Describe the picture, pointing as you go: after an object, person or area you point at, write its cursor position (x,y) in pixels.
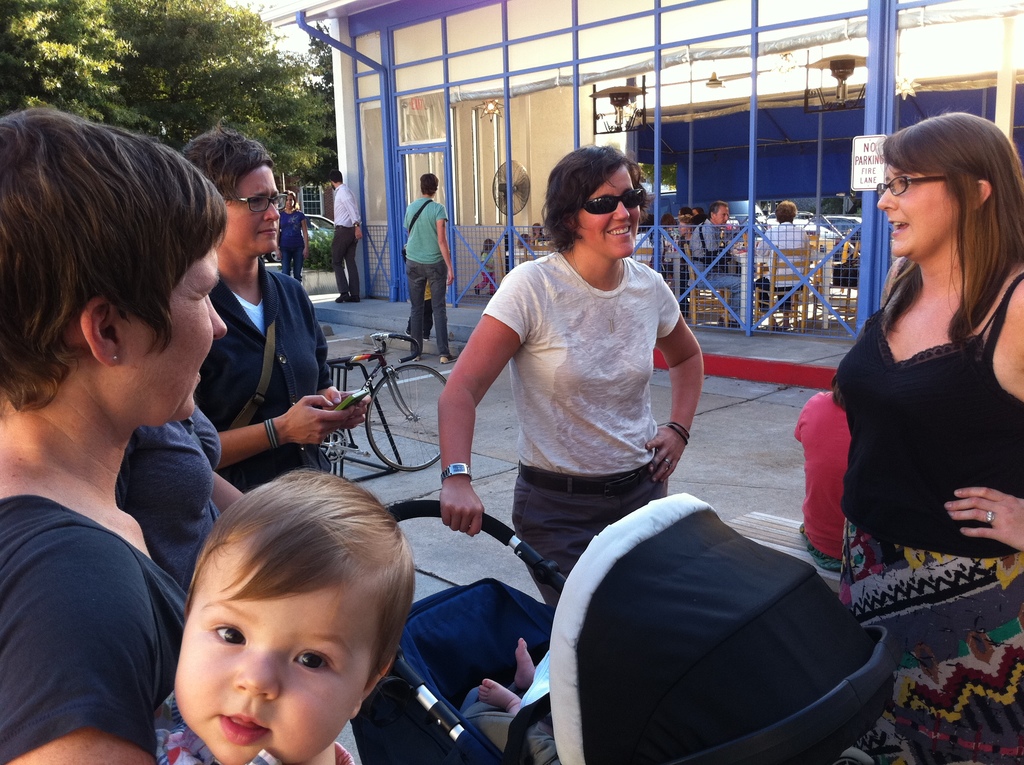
In this image I can see the group of people (53,424) with different color dresses (518,325). I can see a child (509,696) sitting on the stroller (471,655). In the back (379,444) there is a bicycle (391,381). I can also see few more people (797,258) sitting on the chairs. I can also see the board (865,168) to the pole (883,180). In the back (247,111) there are some trees (214,109).
